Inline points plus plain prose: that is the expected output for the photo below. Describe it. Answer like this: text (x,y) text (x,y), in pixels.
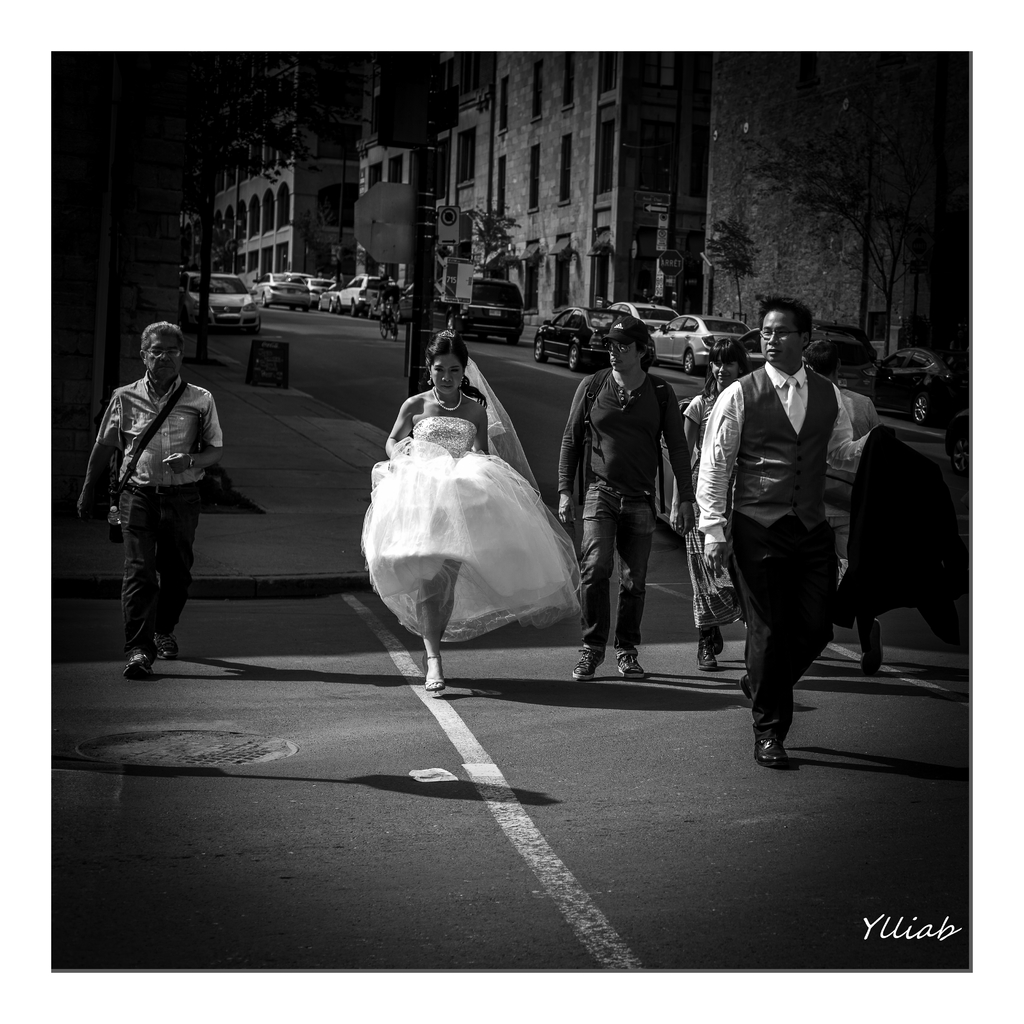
In this image I can see the group of people (652,417) and many vehicles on the road (694,667). On both sides of the road (730,643) I can see the poles (417,378), boards (274,357) and the buildings (473,133). I can see the trees (723,247) and this is a black and white image.
